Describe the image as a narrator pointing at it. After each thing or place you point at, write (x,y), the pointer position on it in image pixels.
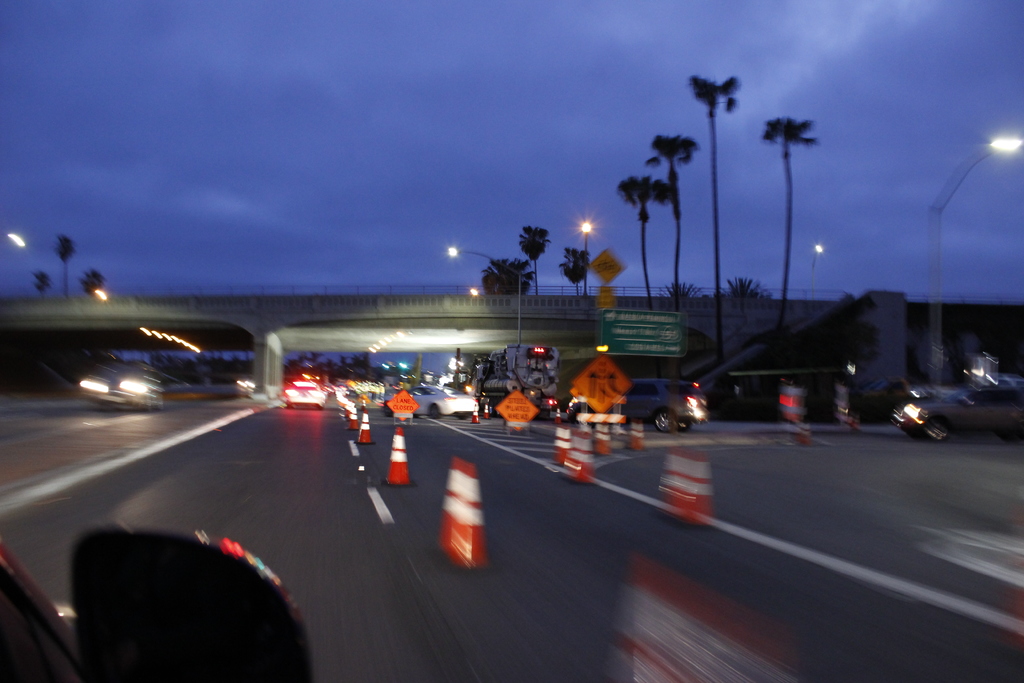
In the foreground of this image (228,572), there is a side mirror (194,571) of a car (194,571), few traffic cones (634,441), boards (598,383) and few vehicles (466,397) moving on the road (497,493). In the middle (570,347), there is a bridge (551,336), few light poles (589,226) and trees (739,284). At the top (452,102), there is the sky (410,89).
